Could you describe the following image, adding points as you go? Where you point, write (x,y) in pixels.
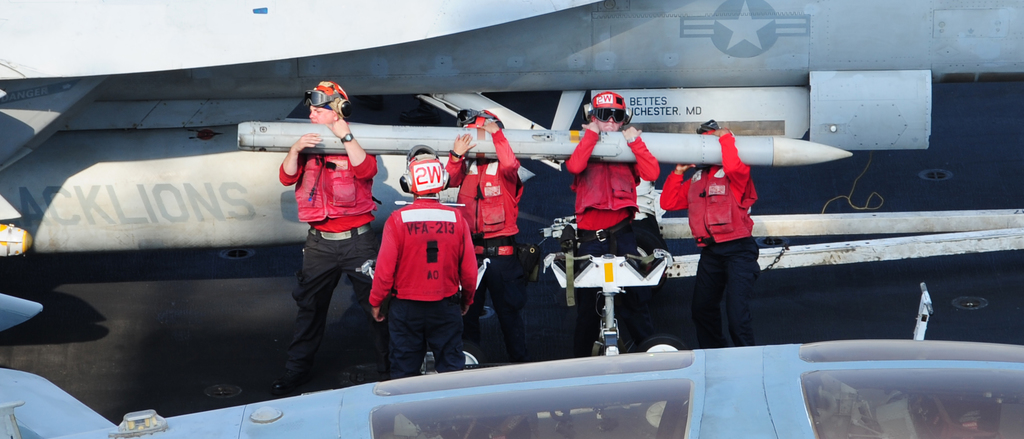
In this image we can see people (524,268) standing and holding a missile (517,141) in their hands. In the background (600,74) there are aeroplanes (583,51). At the bottom (155,353) we can see a runway (692,332).
